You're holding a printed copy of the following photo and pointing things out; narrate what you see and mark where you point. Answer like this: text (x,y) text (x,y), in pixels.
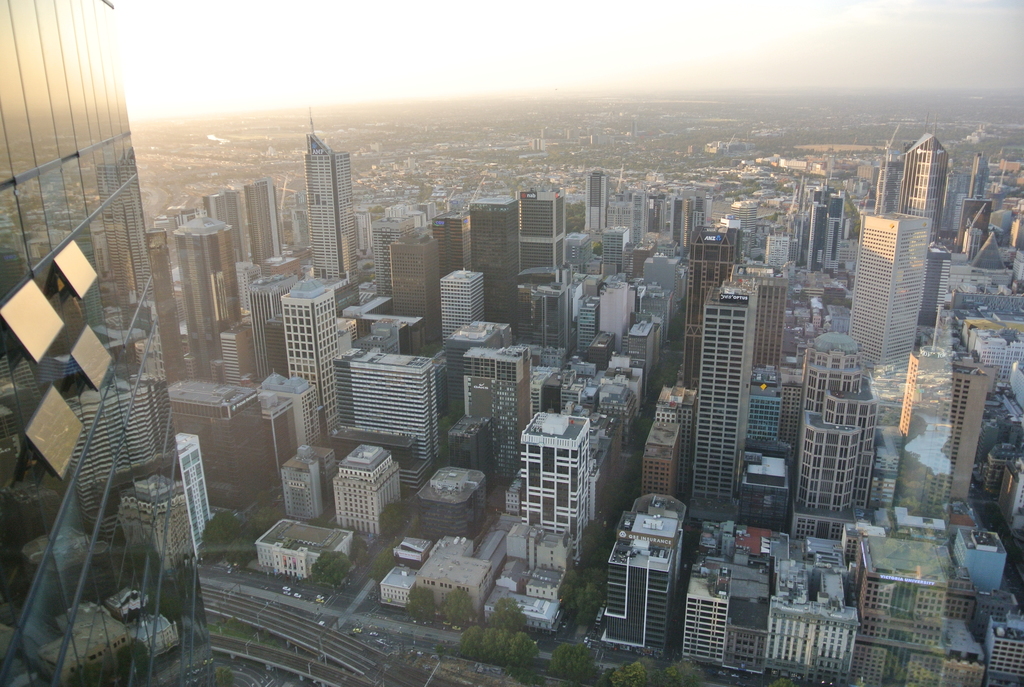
In this image there are so many building (587,342) one beside the other. In this image we can see the overall view of the city (735,261). On the left side (65,275) there is a building (94,338) which is covered with the glasses (86,301). At the bottom (342,623) there are roads (332,611) on which there are vehicles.
